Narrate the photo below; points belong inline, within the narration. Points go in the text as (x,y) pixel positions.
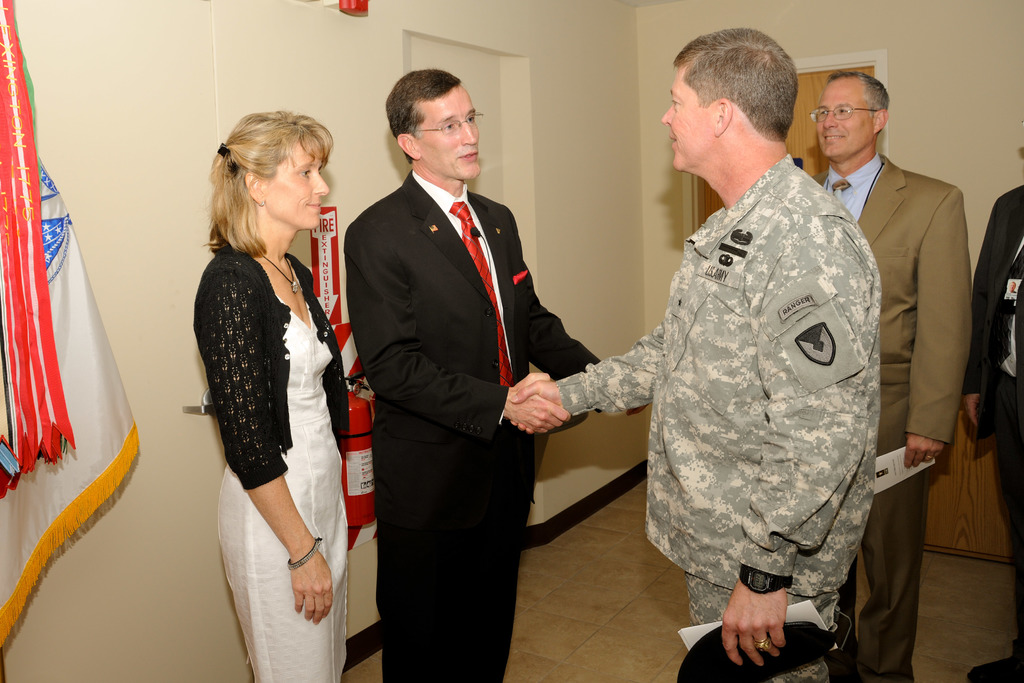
In the image in the center (477,307) we can see few people (460,362) were standing and they were smiling, which we can see on their faces (670,120). In the background (628,56) there is a wall (629,166), door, flag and fire extinguisher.
